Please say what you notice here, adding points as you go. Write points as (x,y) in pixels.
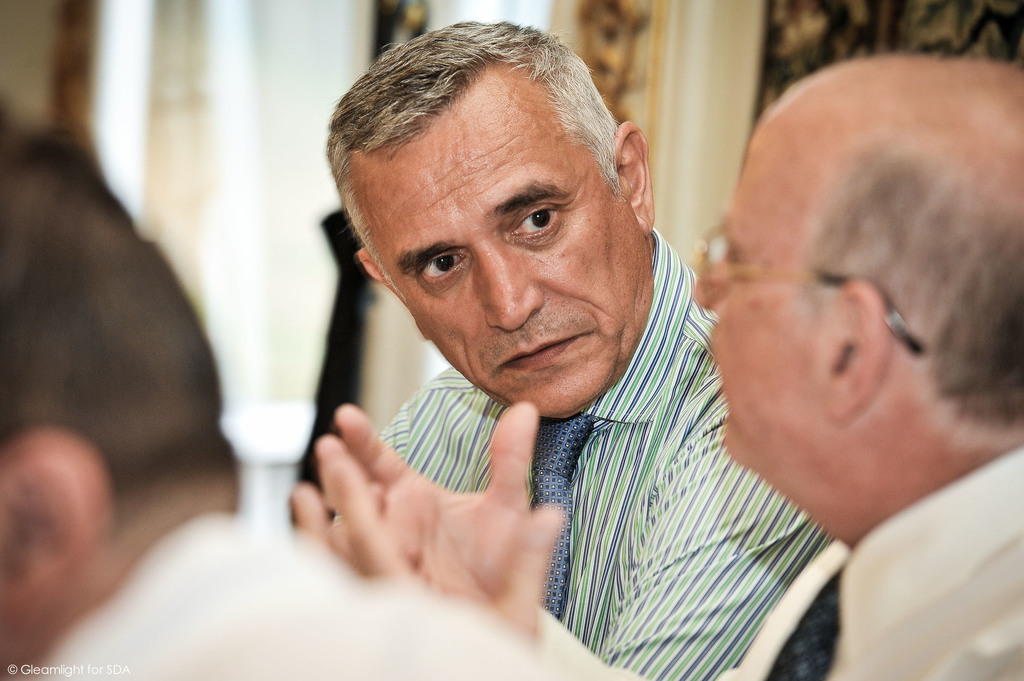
In the image there are three men (411,462) in the front (687,408) and the right person (787,410) is speaking something and the background of the men (538,344) is blur.
